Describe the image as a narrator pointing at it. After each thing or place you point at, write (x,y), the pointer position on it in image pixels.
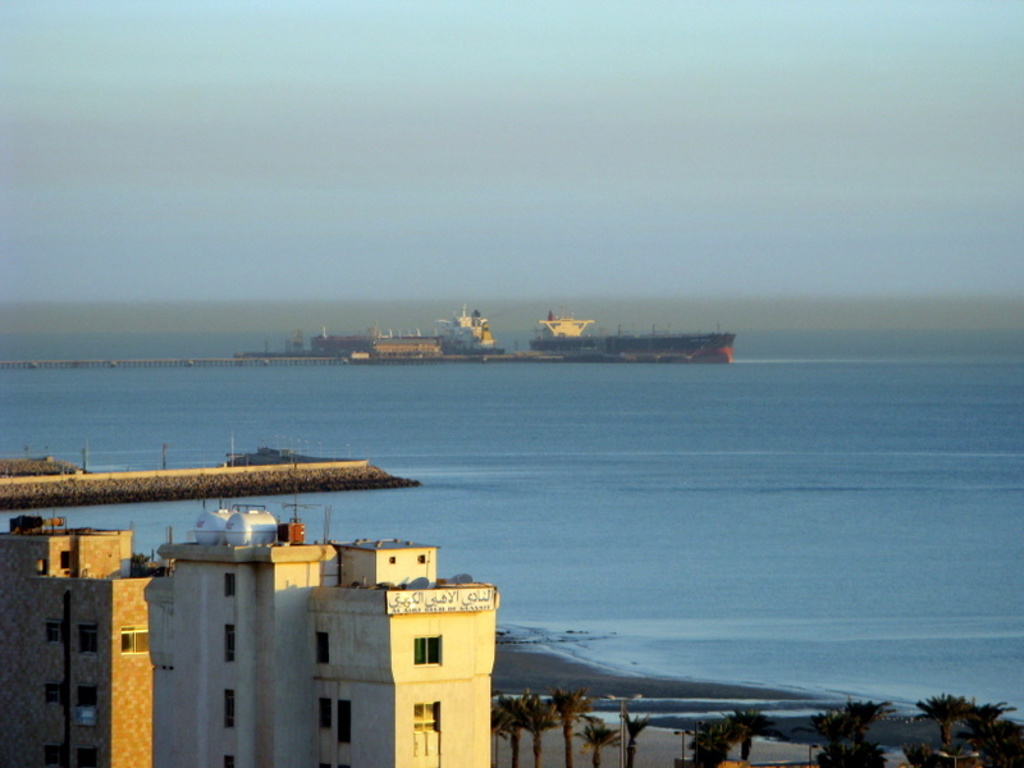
In this image in the front of there are buildings (287,707), trees (568,725). In the center (527,430) there is water (742,429) and in the background (497,353) there are ships (498,349).
